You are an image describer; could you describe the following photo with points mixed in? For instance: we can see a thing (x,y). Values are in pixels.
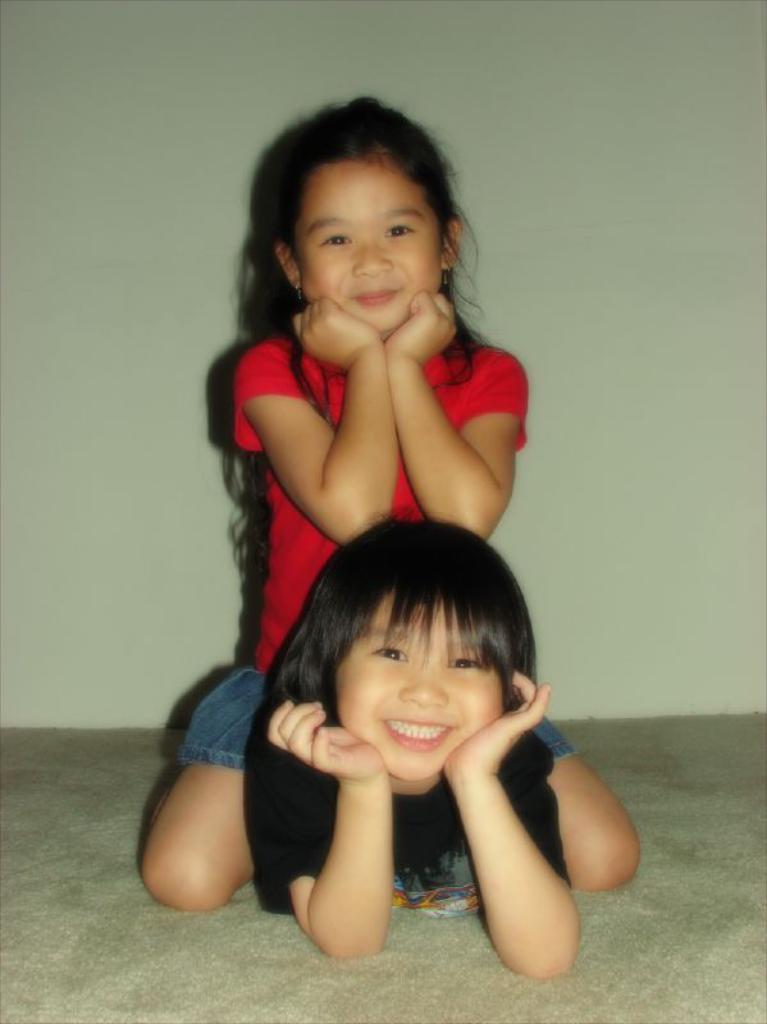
On the down side a child (408,766) is laying on the floor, this child (475,813) wore black color t-shirt (405,839) and another girl (455,464) is sitting on this child (467,652), she wore red color t-shirt (420,513).
